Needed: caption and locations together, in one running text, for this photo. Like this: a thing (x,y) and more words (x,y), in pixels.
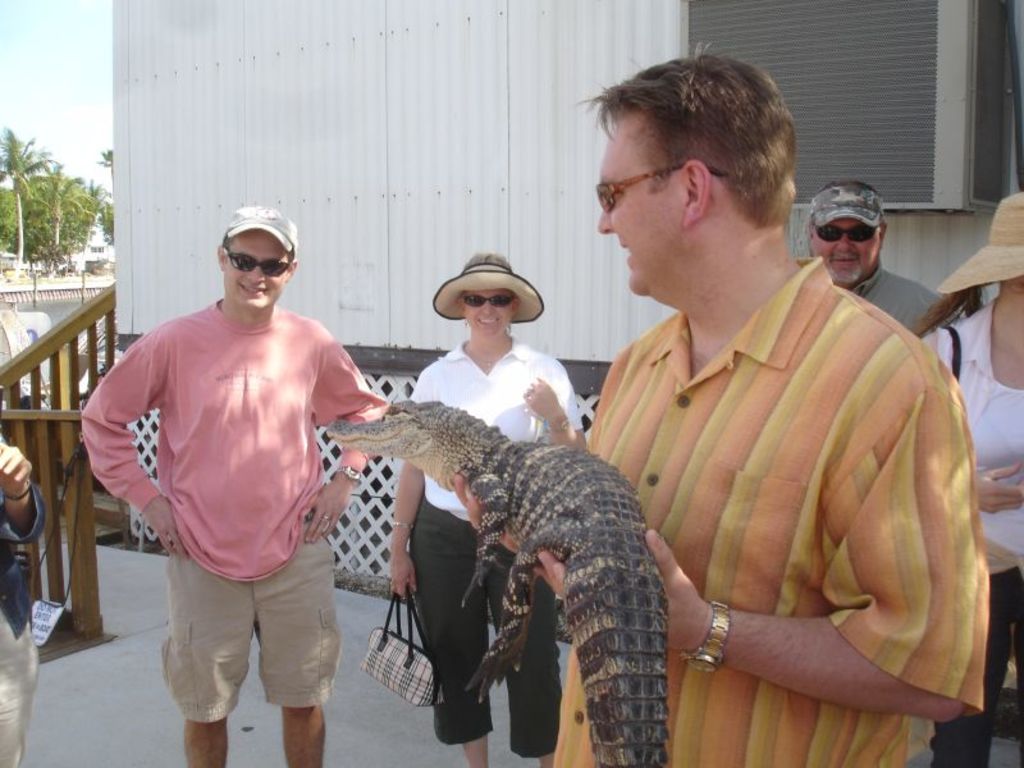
In this image we can see some group of persons (489,373) wearing spectacles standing and a person (650,409) wearing yellow color dress (684,448) holding a crocodile (626,550) in his hands (652,561) and in the background of the image (273,187) there is a wall (396,113), stairs (50,481) and on left side of the image (53,242) there are some trees (83,189) and clear sky (53,72).
